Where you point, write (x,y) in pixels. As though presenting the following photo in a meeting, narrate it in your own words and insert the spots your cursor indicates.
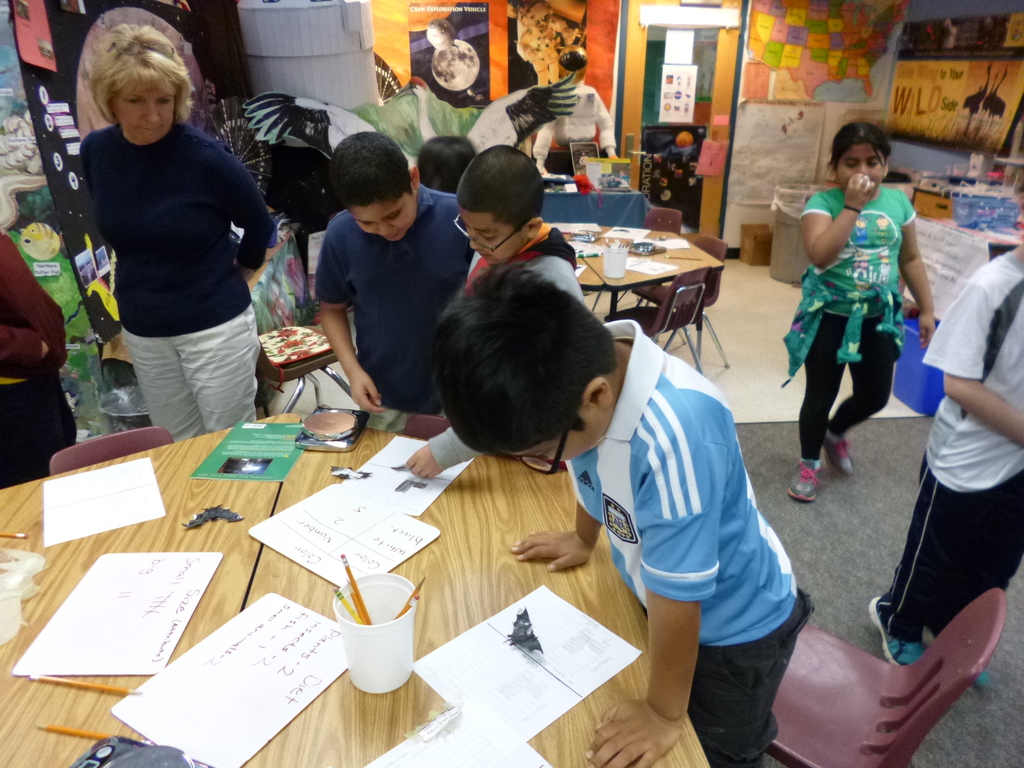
As we can see in the image there are posters (974,48), few people (128,255) here and there and a table (257,483). On table (181,494) there are papers (365,570), pencils (350,579) and a glass (394,652).
